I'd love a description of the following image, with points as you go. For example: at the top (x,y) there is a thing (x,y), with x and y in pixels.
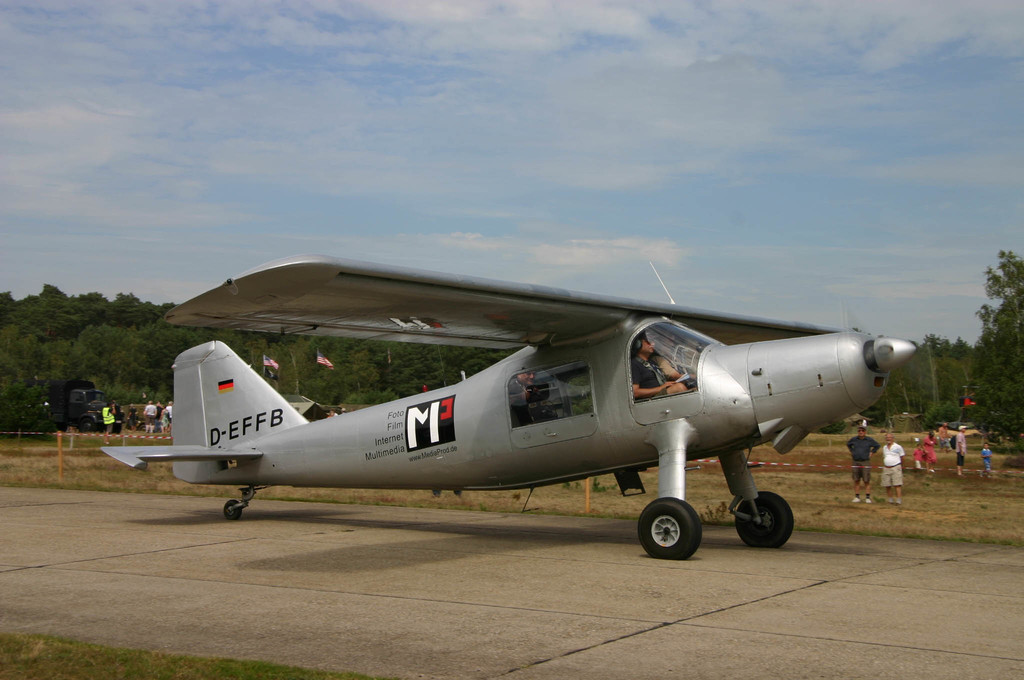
In this image, we can see people (669,383) in the airplane (569,415) and in the background (164,335), there are flags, trees (182,331), poles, ribbons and there are people (947,441). At the top (515,146), there are clouds (543,172) in the sky (535,209) and at the bottom (193,609), there is a road (193,609).
